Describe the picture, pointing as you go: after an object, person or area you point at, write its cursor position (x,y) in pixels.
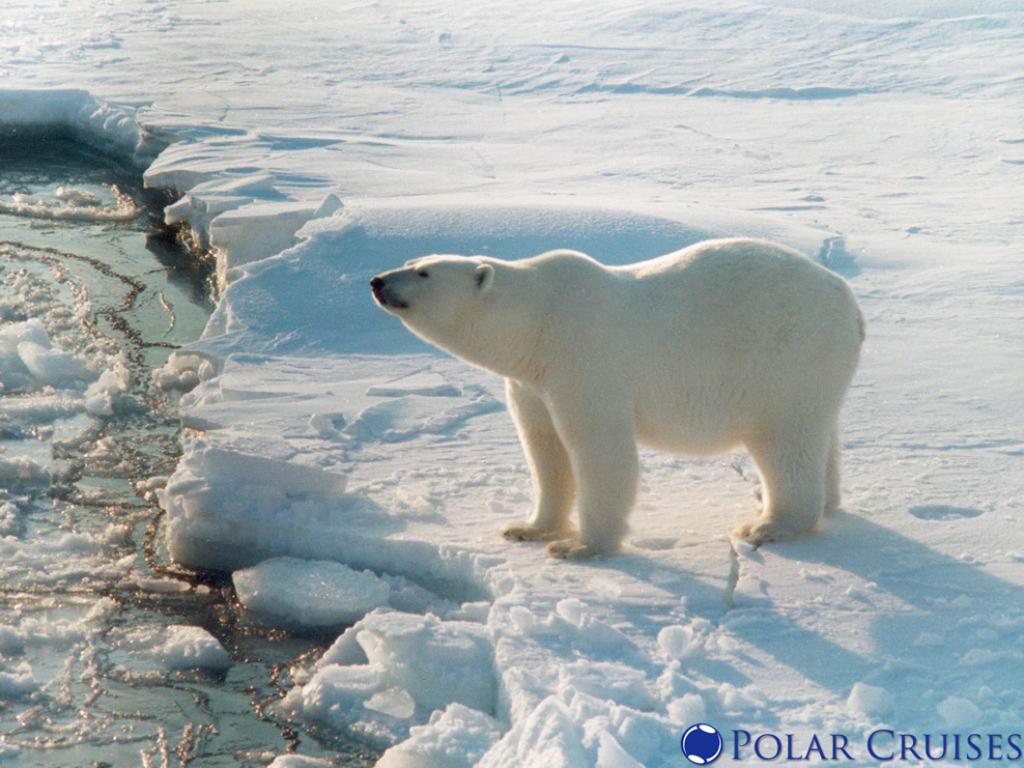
In this picture I can see a polar bear (736,368) on the snow (317,185), there is water (133,635), and there is a watermark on the image.
